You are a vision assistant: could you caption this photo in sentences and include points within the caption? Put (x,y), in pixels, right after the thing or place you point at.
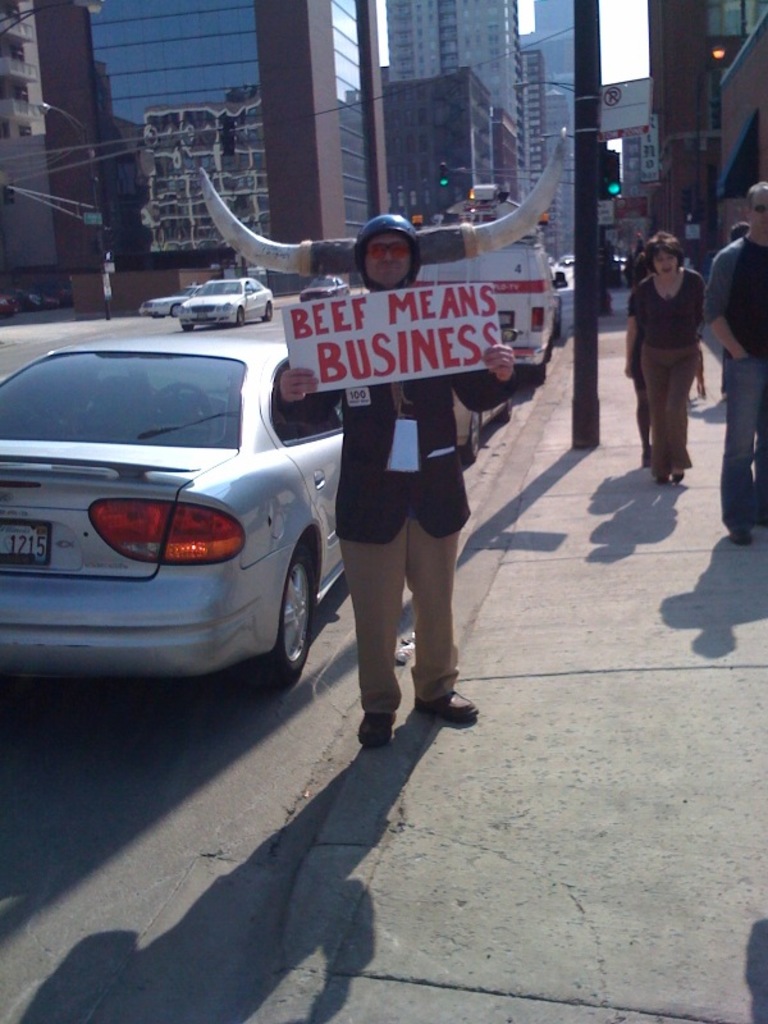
In this image there is a person (300,396) standing and holding a board (387,365), and there are group of people (655,330) walking on the side walk (628,753), and in the background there are vehicles (555,288) on the road (47,875), buildings (423,11), sky (640,45).
